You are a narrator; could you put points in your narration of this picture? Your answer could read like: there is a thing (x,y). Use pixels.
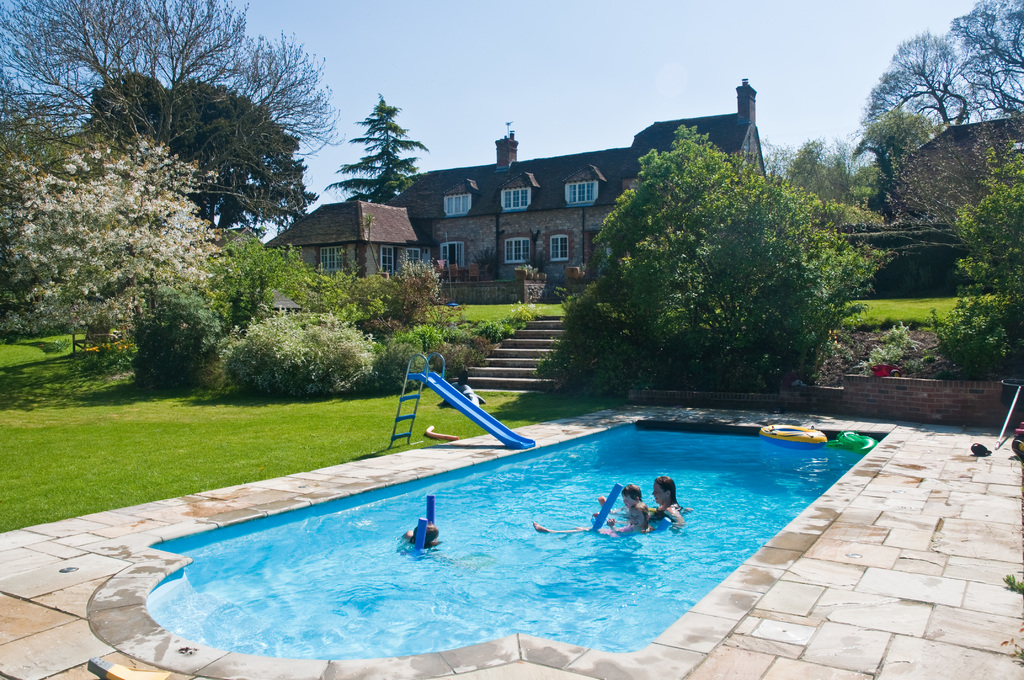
In this image we can see a group of people (629,523) in the swimming pool (576,533). In the middle of the image (525,446) we can see a slide (479,418) and a staircase (536,383). In the background (459,234), we can see a building (510,231), group of trees (668,245) and the sky (793,37).
